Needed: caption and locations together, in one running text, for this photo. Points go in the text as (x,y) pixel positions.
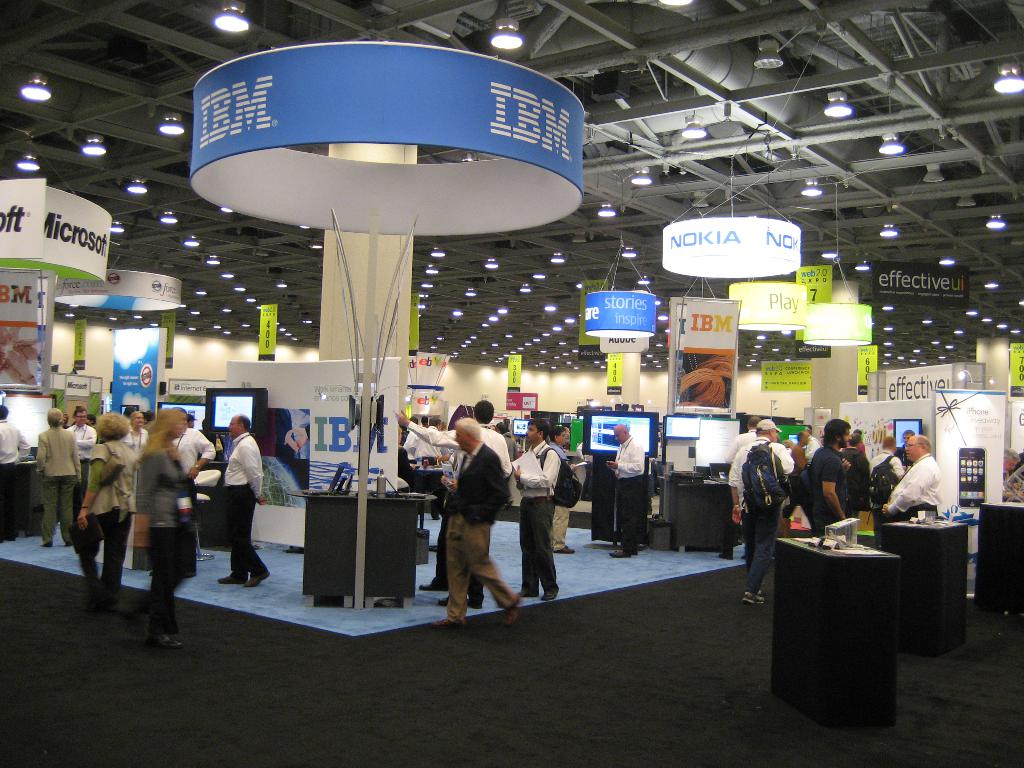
In this picture there are group of people (457,457) and there are boards (992,480) and there are screens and there is text (968,435) on the boards (986,443) and there are objects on the tables (962,529). At the top (942,182) there are lights (473,293). At the bottom (233,587) there is a mat (419,565) on the floor (622,756).
